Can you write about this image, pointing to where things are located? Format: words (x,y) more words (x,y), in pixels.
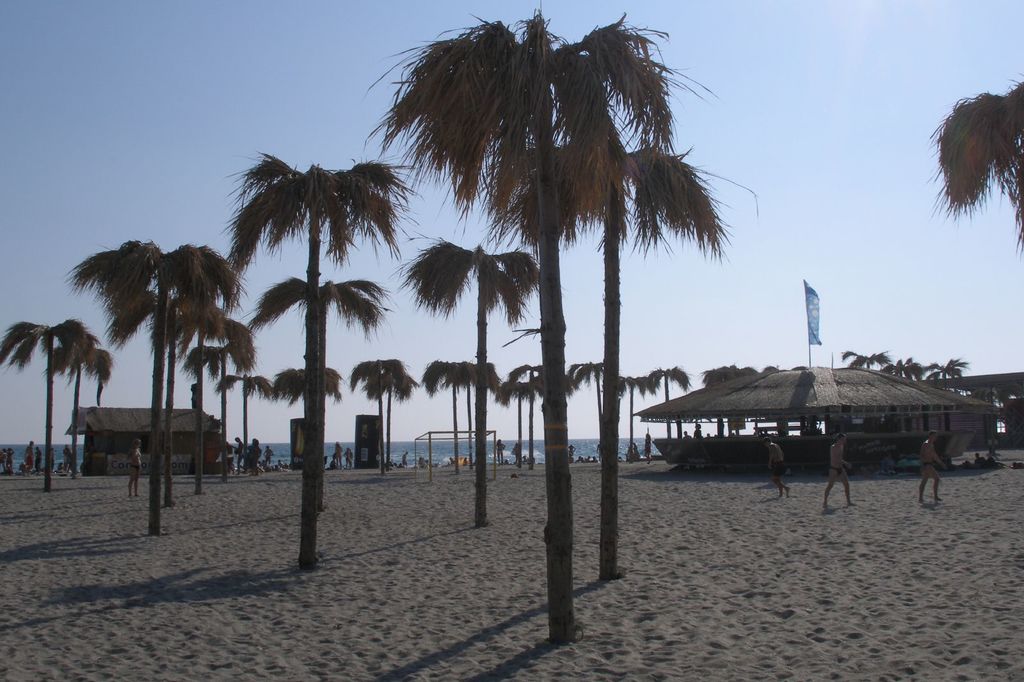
This is a beach (34,598). Here I can see few houses (213,437) and trees (398,385) on the ground (419,593). In the background (53,457) there are few people (66,460) and an ocean (423,455). At the top of the image (856,128) I can see the sky (837,76). On the right side (837,466) there are three persons (831,479) walking on the ground (753,543).
